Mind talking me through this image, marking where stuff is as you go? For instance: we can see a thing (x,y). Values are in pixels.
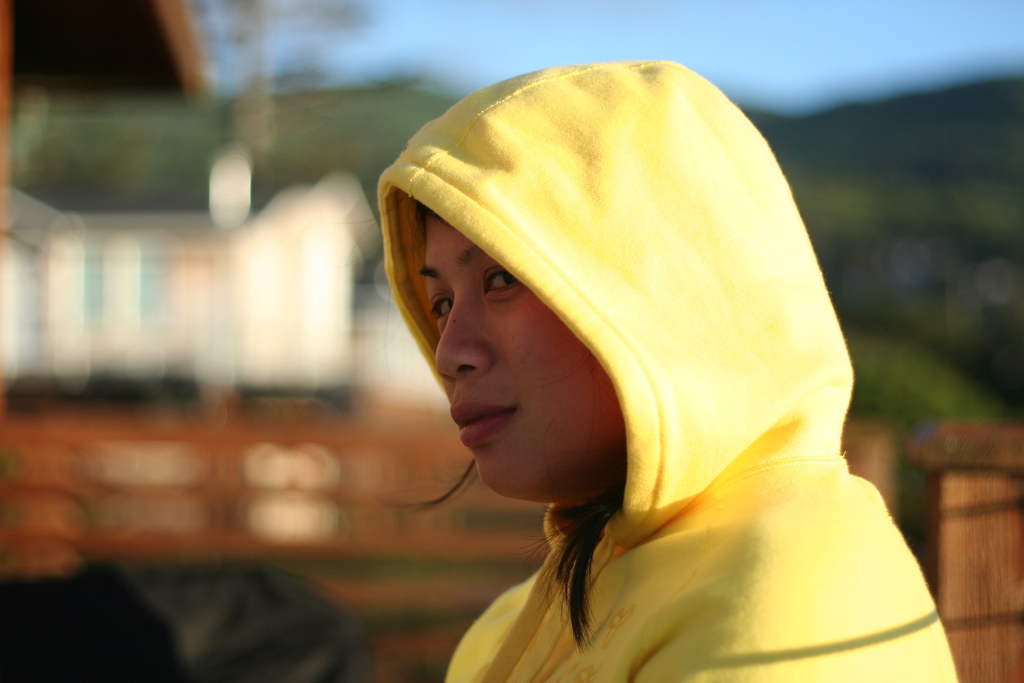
In this picture I can observe a woman (501,329) in the middle of the picture (533,291). She is wearing yellow color hoodie (608,278). The background (122,170) is blurred.
